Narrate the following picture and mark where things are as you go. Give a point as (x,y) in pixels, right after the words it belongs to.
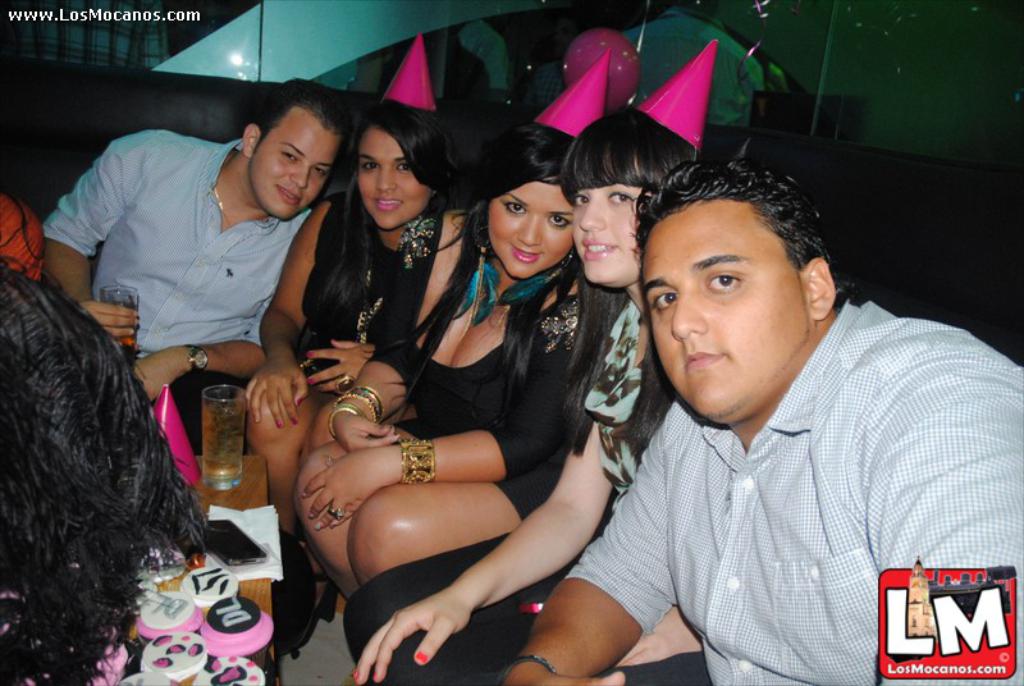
In this image we can see people (622,387) sitting. There is a table (168,583) on which there are objects (175,437). At the bottom of the image (894,582) there is a logo (965,580).
